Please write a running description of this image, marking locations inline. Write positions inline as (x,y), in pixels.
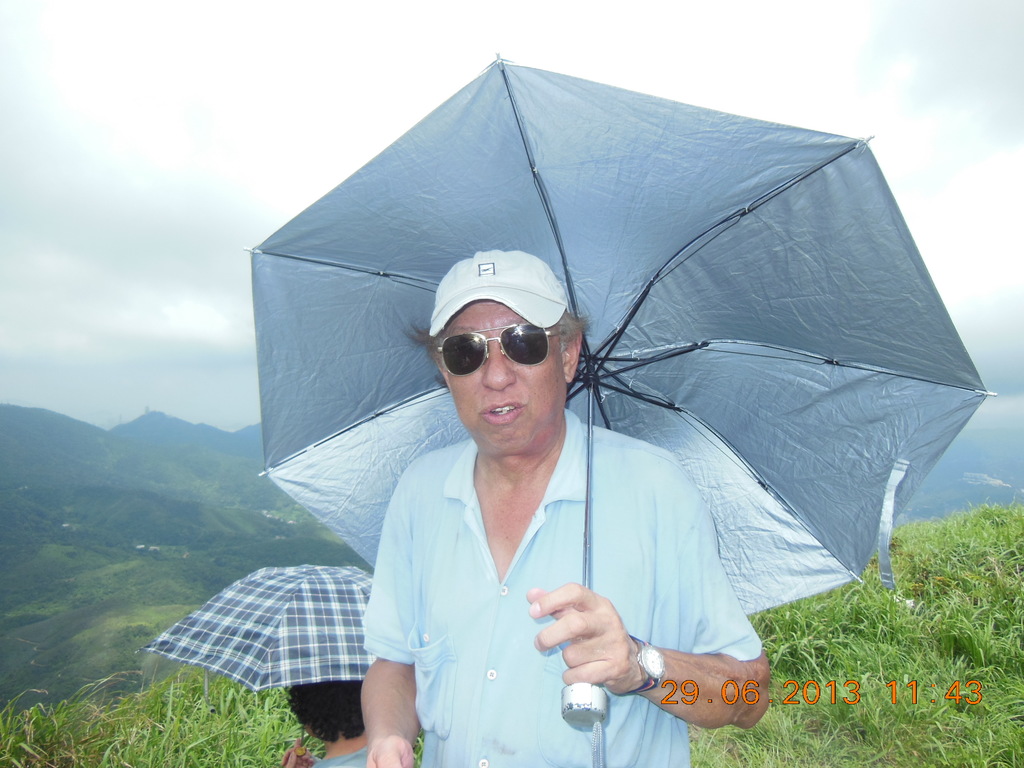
In this image I can see a person (560,610) wearing blue colored shirt (633,584), watch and goggles (527,359) is standing and holding an umbrella (735,332) in his hand (610,643). In the background (118,477) I can see few mountains (162,433), few trees (239,463), a person (293,754) holding an umbrella (300,651) and the sky (264,121).
